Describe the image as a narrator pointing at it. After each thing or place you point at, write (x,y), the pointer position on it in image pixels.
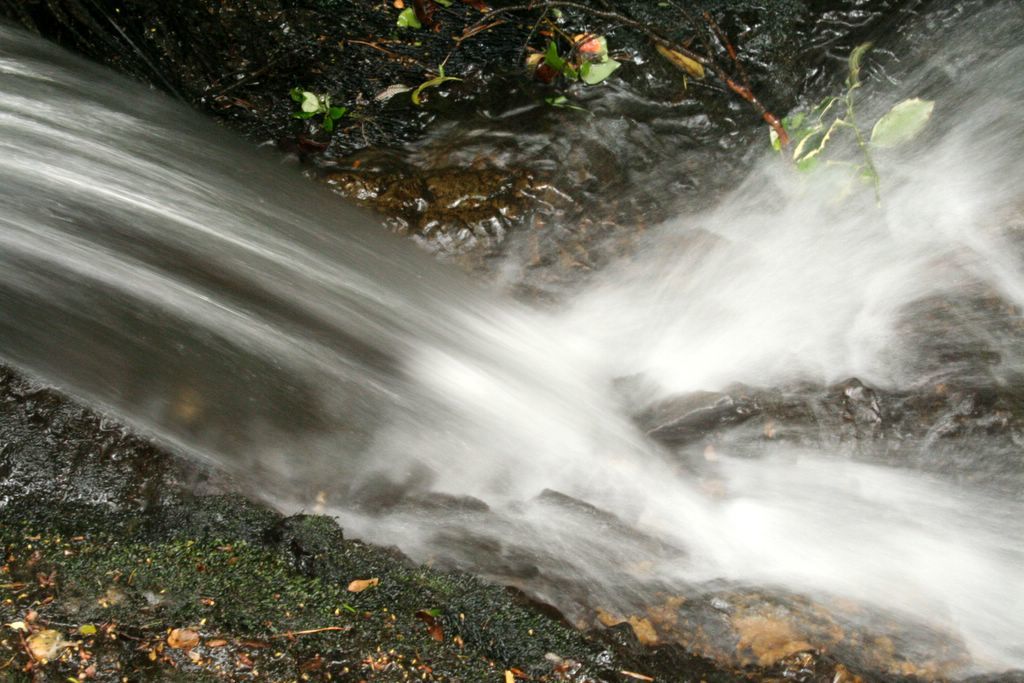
In the picture I can see water (477,454) and there are few plants (880,125) in the right top corner (892,117).
